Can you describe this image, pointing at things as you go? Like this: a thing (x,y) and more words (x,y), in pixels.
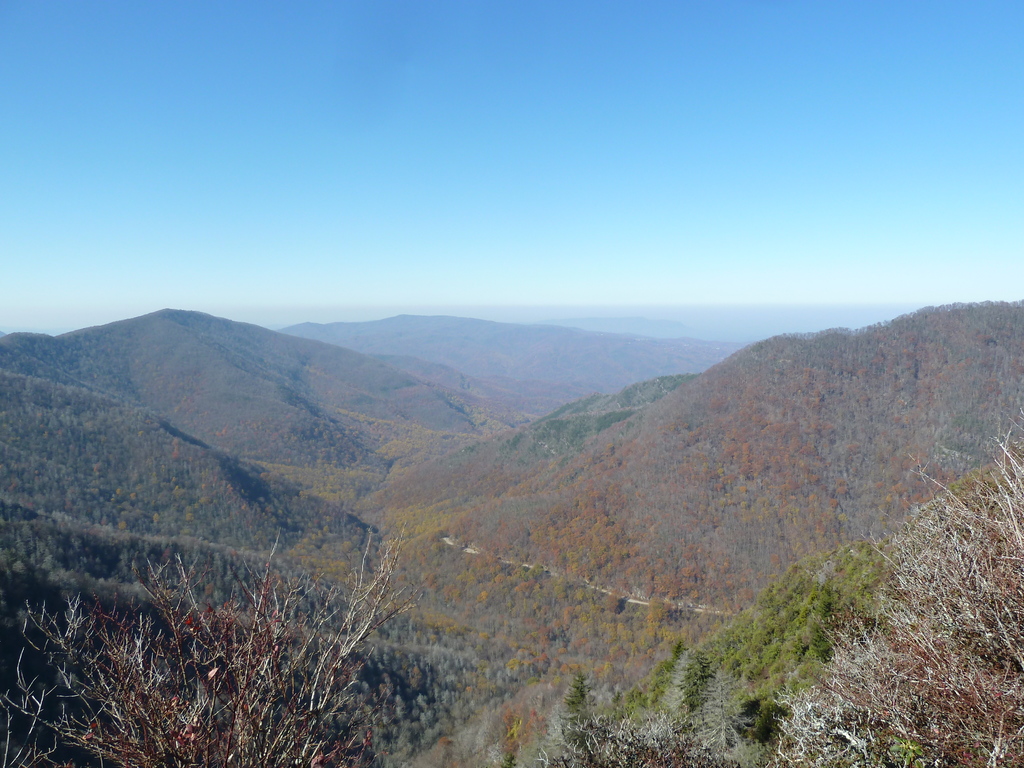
In this picture we can see trees (388,496), mountains (635,485) and we can see sky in the background (526,258).
